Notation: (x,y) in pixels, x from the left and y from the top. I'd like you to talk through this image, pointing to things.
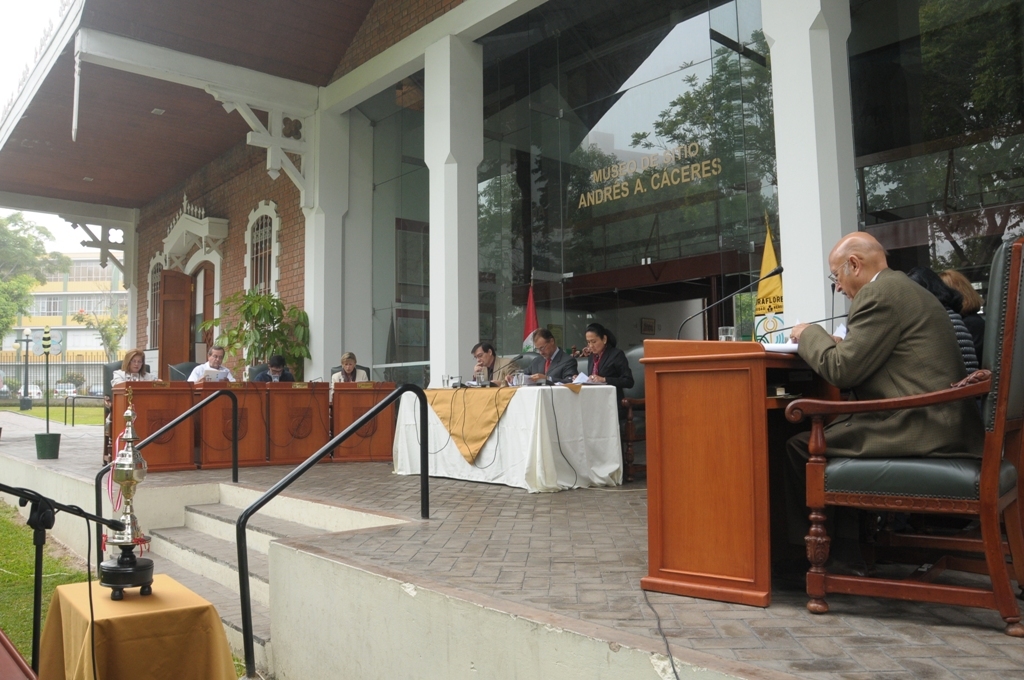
This picture shows a group of people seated on the chairs (992,290) and we see a microphones (760,340) on the table (472,388) and we see a trophy (127,539) and a stairs (401,517) and few buildings (111,305) and trees (105,340).
